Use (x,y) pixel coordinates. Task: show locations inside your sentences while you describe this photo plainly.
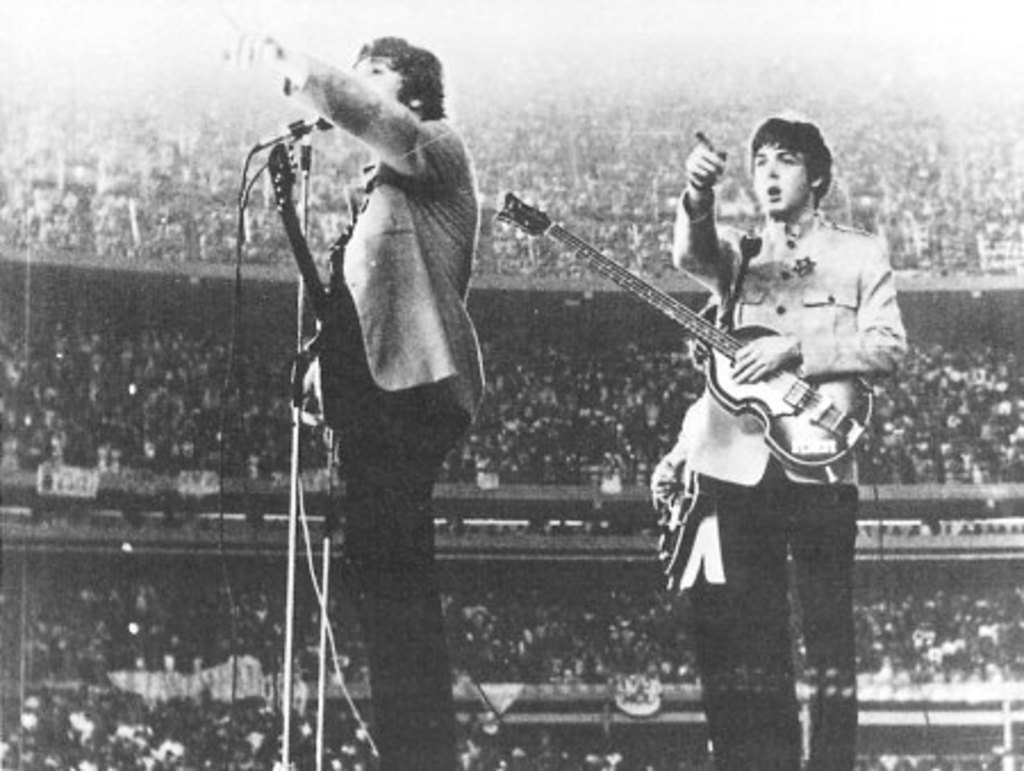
Two persons (386,474) standing wearing guitar (598,263), this is microphone (308,128) and this is crowd (135,375).
